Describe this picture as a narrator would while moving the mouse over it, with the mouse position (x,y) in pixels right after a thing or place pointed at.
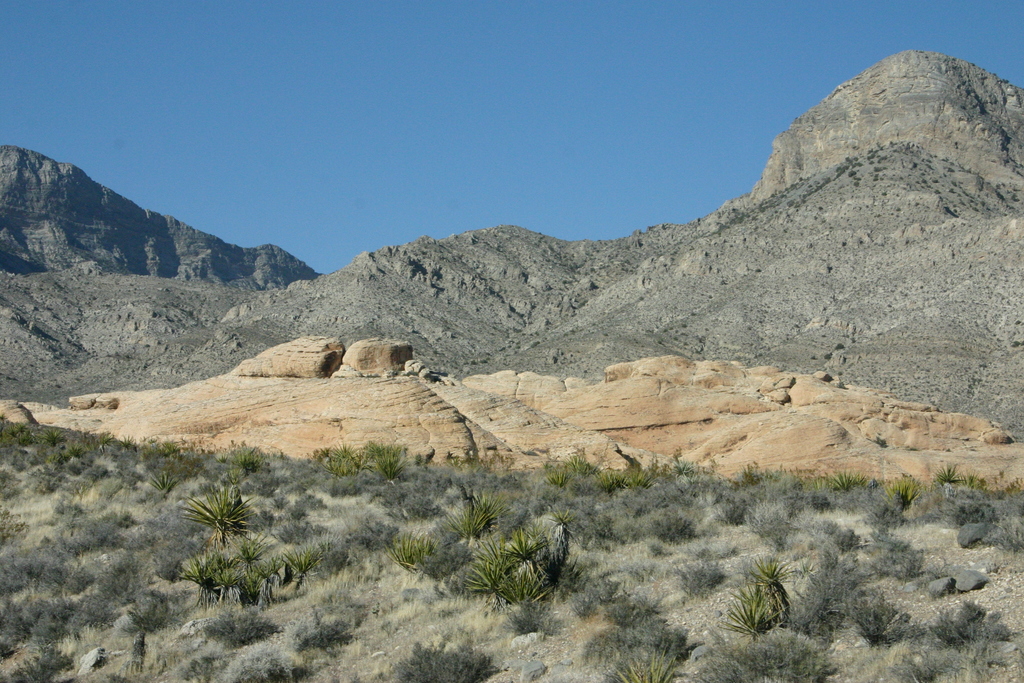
At the bottom (529,522) there are plants (341,519) and grass (367,551) on the ground (381,629). In the background (488,116) there are rocks (961,463), mountains (575,327) and sky (177,208).
